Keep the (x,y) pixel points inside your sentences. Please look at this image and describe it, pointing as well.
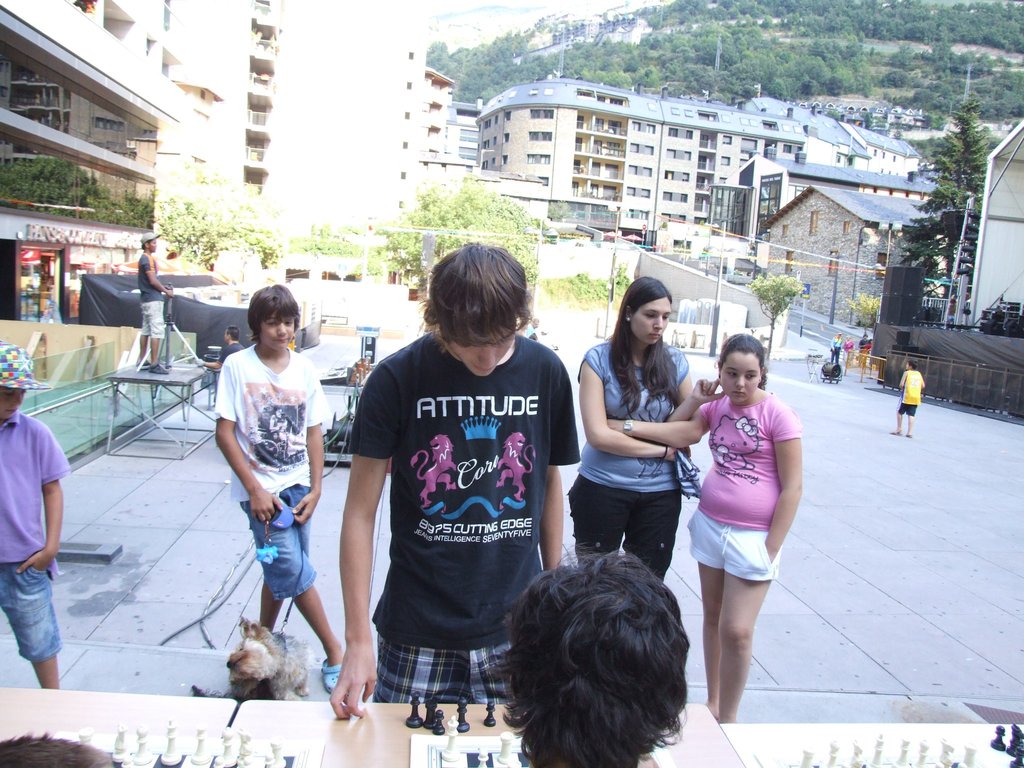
There is a man (532,457) standing at the center (372,374) and he is playing a chess (517,752) with this person (526,672). There are two woman (654,549) who are standing on the right side (703,566) and watching a game. These two boys (35,633) are on a pose on the left side (278,428). In the background (301,25) there are buildings (399,177), trees (450,197) and electrical poles (716,56).
